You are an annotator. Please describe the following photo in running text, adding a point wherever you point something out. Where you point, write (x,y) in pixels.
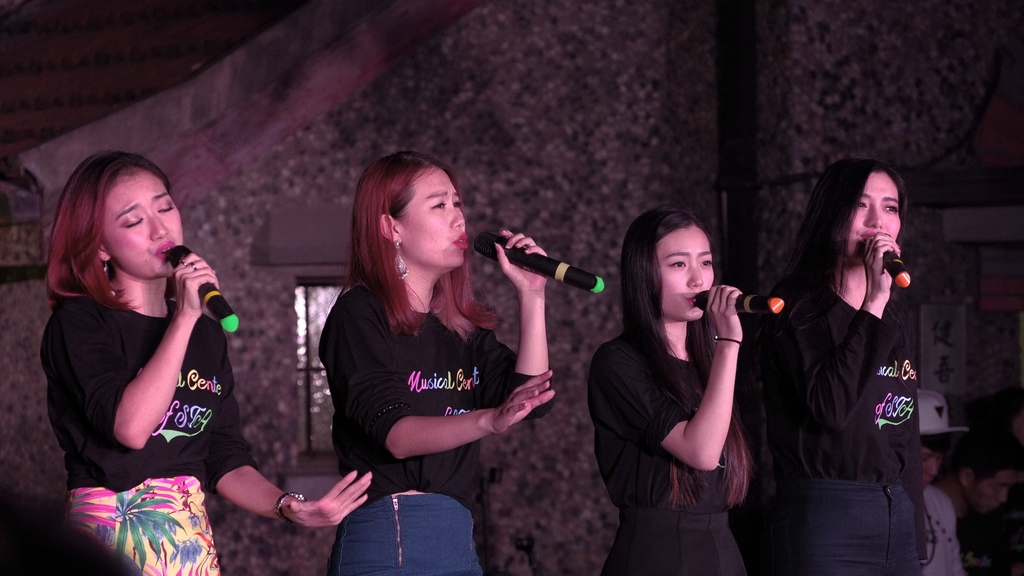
Four women (146,299) are singing with mics (900,261) in their hands (182,307).
